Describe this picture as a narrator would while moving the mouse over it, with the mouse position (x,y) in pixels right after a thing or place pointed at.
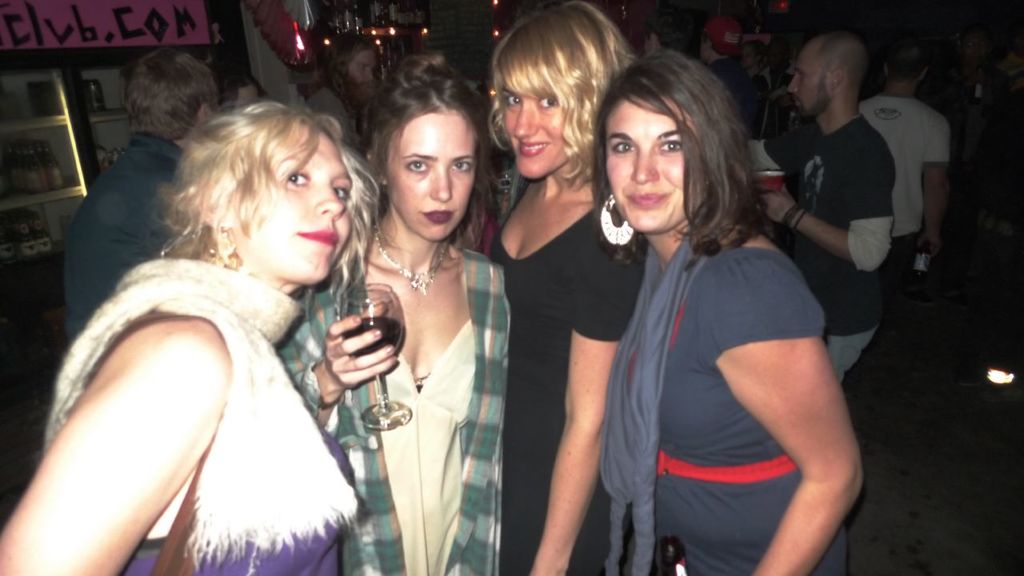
In this picture we can see some people (563,185) standing, a woman (439,313) in the middle (385,366) is holding a glass of drink (404,407), on the left side (82,185) there is a refrigerator (82,185), we can see some bottles (54,151) in the refrigerator (82,97), we can see some lights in the background (324,44).
